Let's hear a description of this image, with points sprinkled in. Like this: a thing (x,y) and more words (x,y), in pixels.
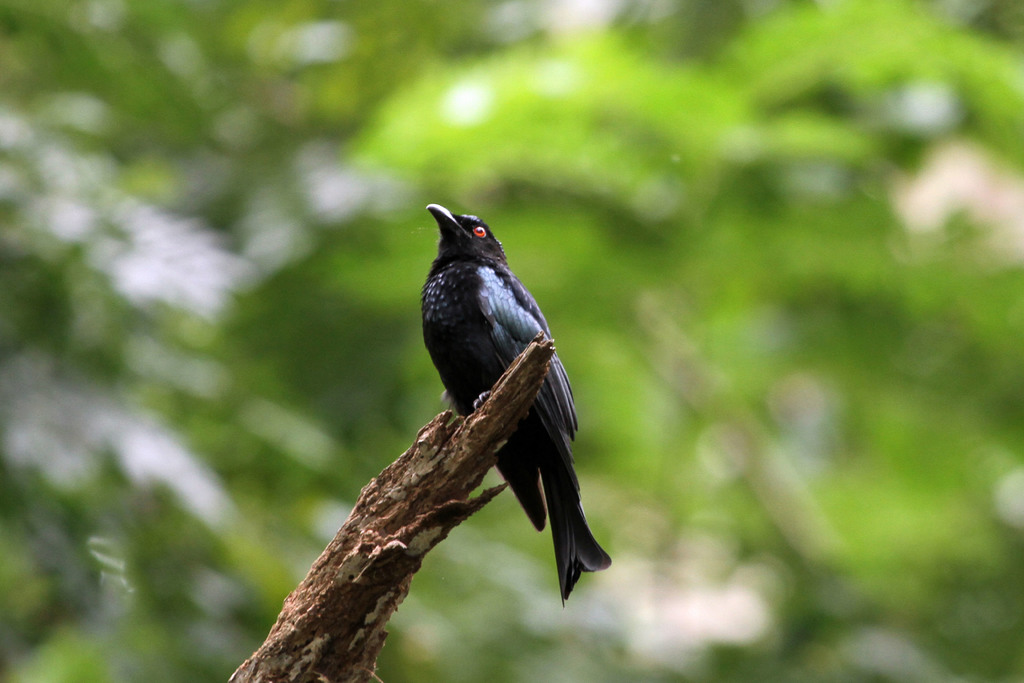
In this picture we can see a bird (484,359) on the branch (515,414). Behind the bird (464,242), there is a blurred background (184,547).
